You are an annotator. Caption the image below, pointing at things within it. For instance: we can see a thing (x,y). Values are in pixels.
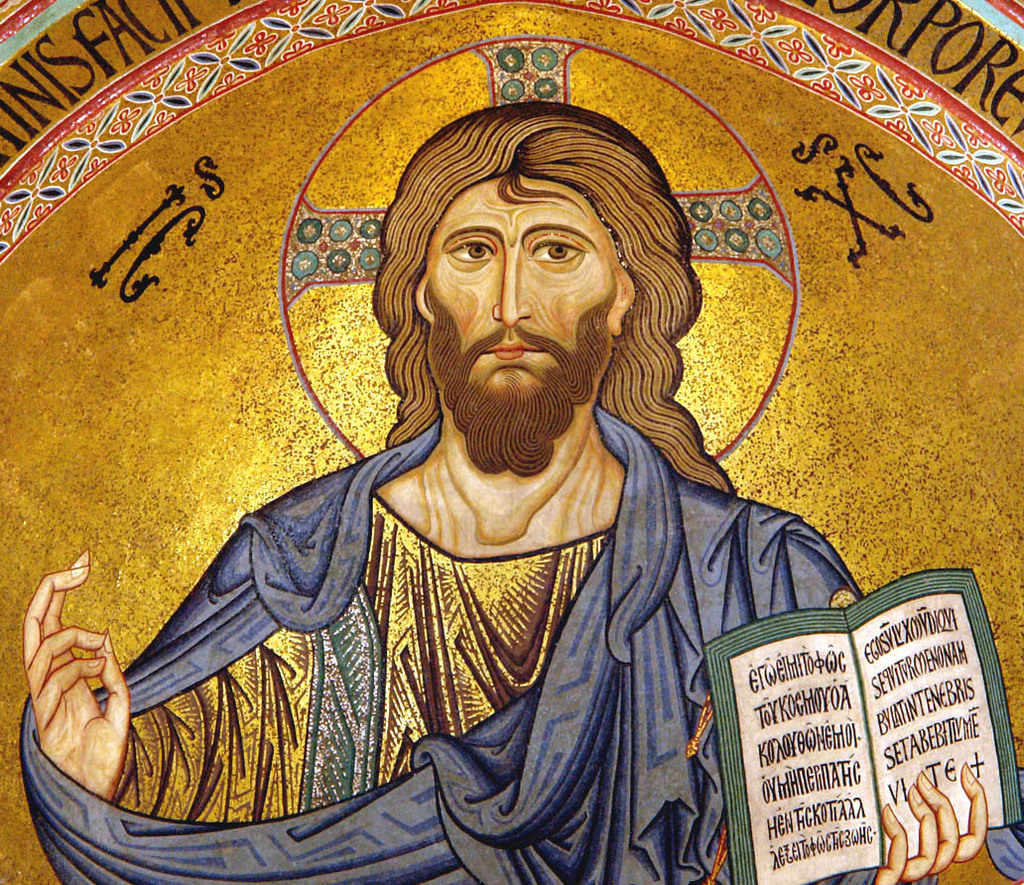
In this image, there is an art (886,116) contains Jesus (714,497) holding a bible (817,732) with his hand (942,803).
